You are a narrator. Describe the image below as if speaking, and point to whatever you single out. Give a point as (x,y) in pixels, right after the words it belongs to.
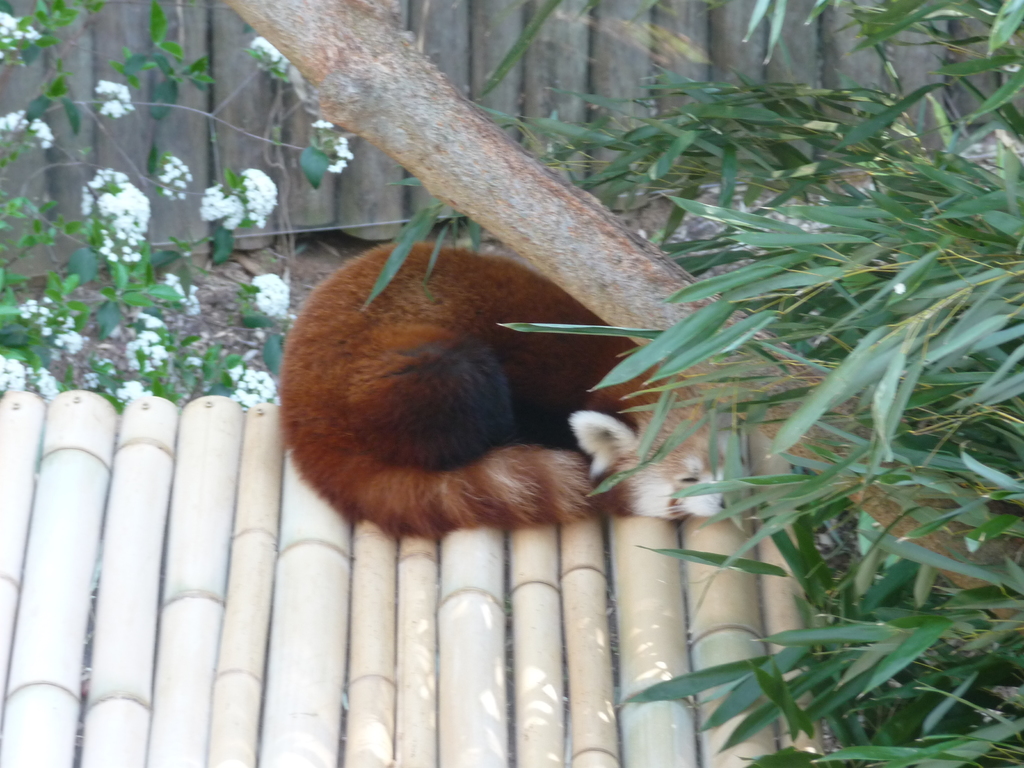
In this image in the center (380,256) there is one red panda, and at the bottom (257,596) there are some bamboo sticks (541,569). And in the background (63,135) there are some wooden poles (306,123), plants (32,230), flowers (268,42) and on the right side (862,457) there are some plants (813,311) and there is a branch (577,190) of a tree (628,268).
